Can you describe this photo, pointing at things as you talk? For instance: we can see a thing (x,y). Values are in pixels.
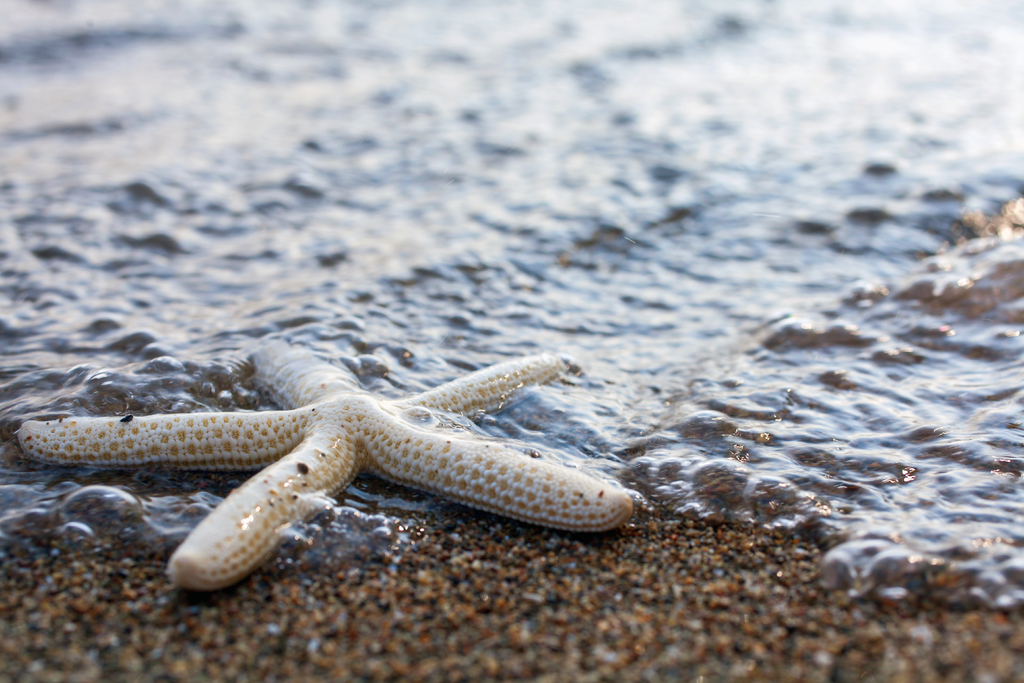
In this picture we can see a star fish (391,409) in the water (737,397), side we can see some sand (1,650).
